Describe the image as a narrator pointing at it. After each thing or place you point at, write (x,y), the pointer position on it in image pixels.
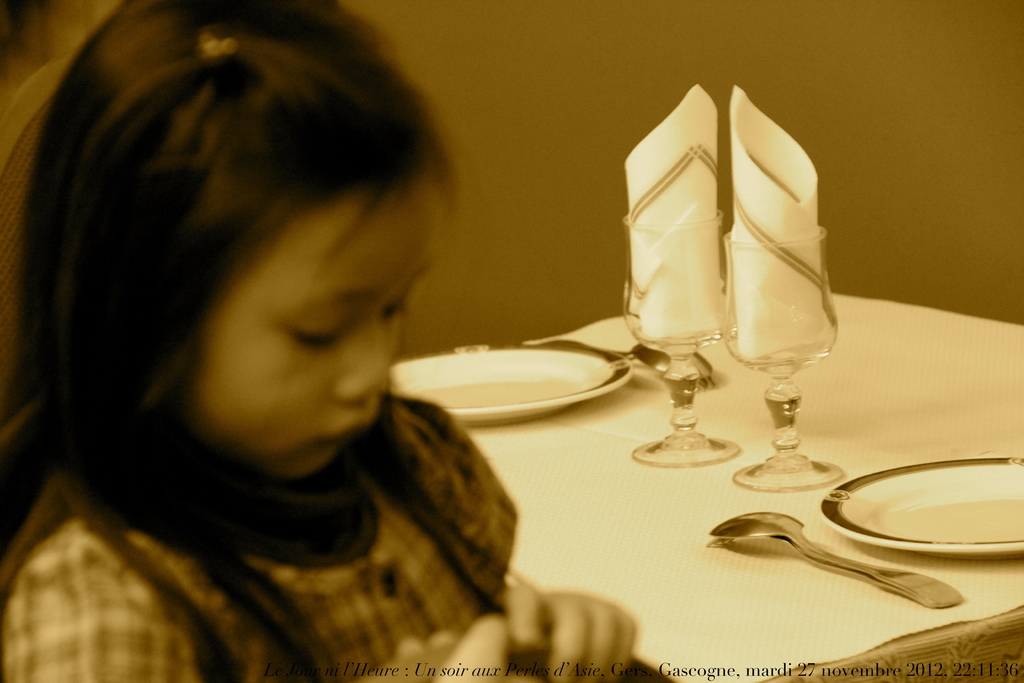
As we can see in the image there is a girl (231,453) sitting on chair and there is a table (643,511) over here. On table (707,395) there are glasses (674,370), plates (870,513) and spoon (845,569).
